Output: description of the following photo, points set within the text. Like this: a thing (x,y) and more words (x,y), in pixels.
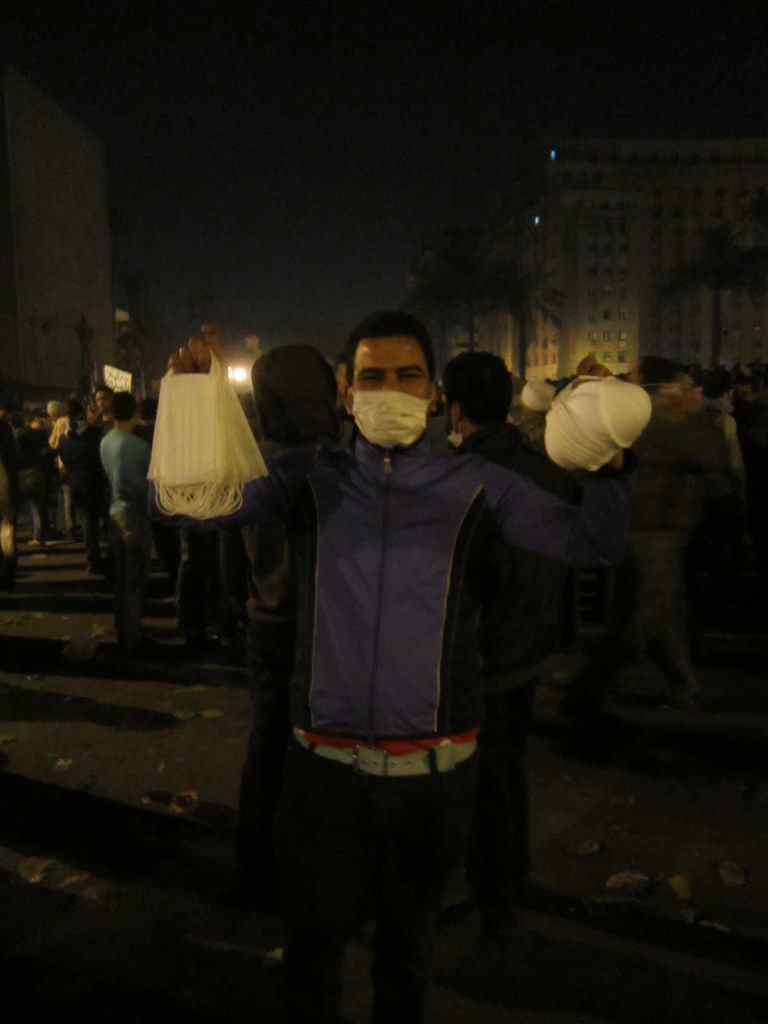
In the picture we can see a man (475,497) standing and he is with a mask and holding some masks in the two hands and in the background (13,492), we can see some people (699,376) are standing and behind them we can see some buildings (581,334) and a sky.
